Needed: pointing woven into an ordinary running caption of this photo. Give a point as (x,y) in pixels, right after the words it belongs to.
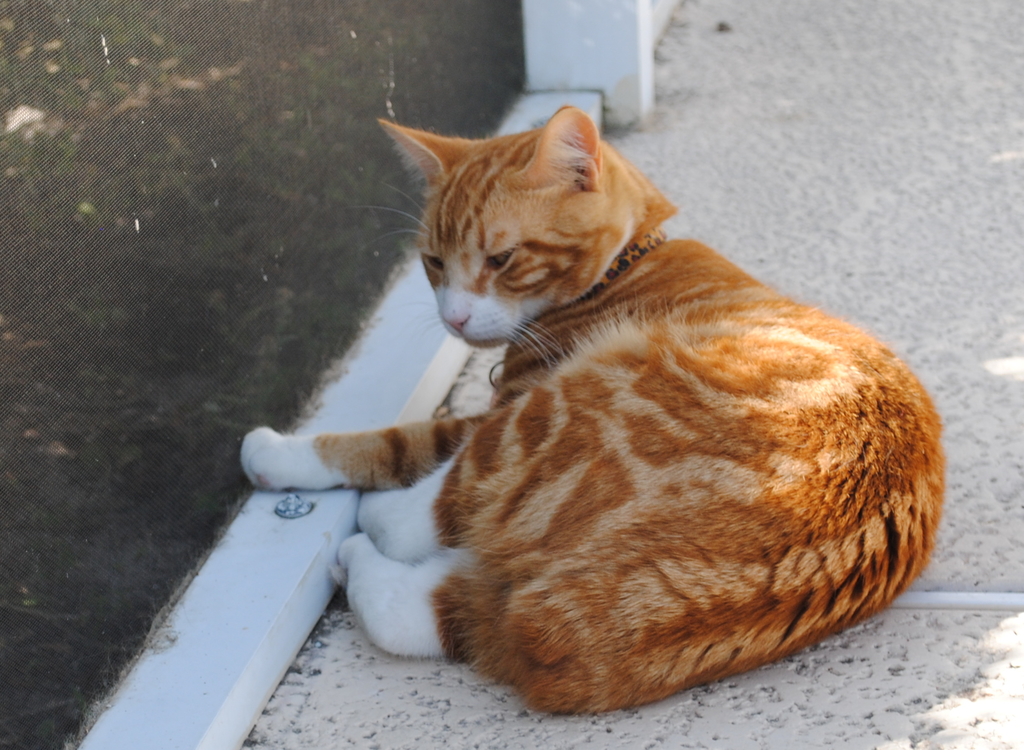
In this picture there is a cat (793,548) on the surface (720,719) and we can see fence (238,98).
